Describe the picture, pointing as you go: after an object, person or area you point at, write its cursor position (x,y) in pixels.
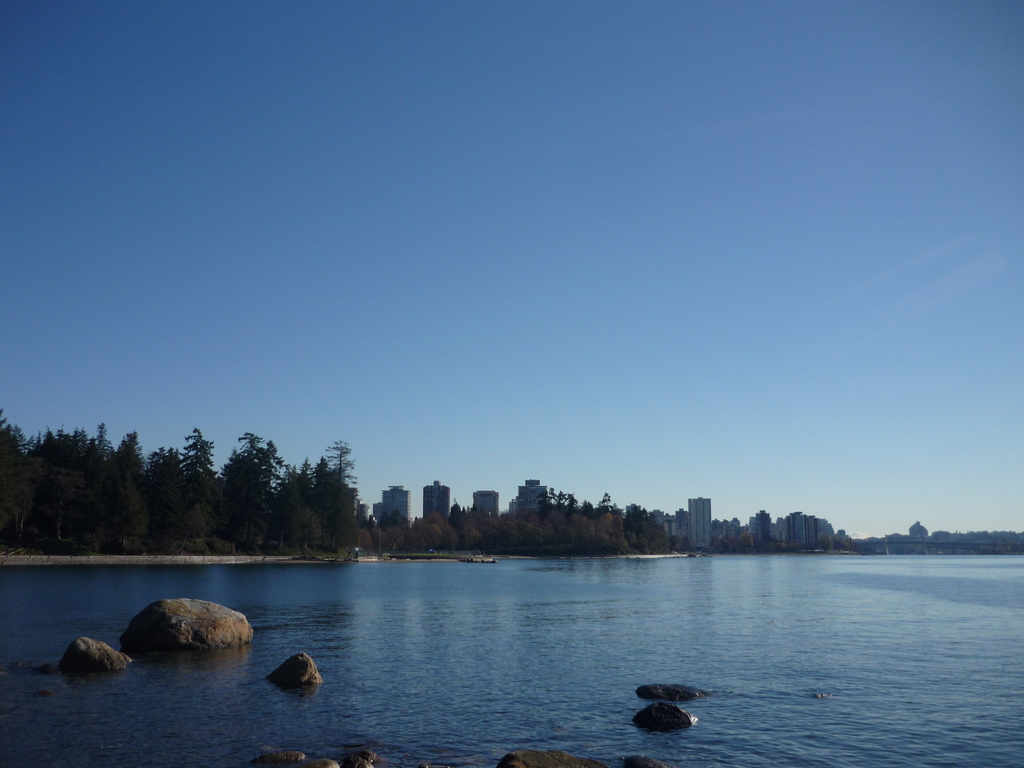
In this picture we can see there are rocks (284,678) in the water (161,727) and behind the rocks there are trees (474,523), buildings (690,511) and a sky (574,359).
